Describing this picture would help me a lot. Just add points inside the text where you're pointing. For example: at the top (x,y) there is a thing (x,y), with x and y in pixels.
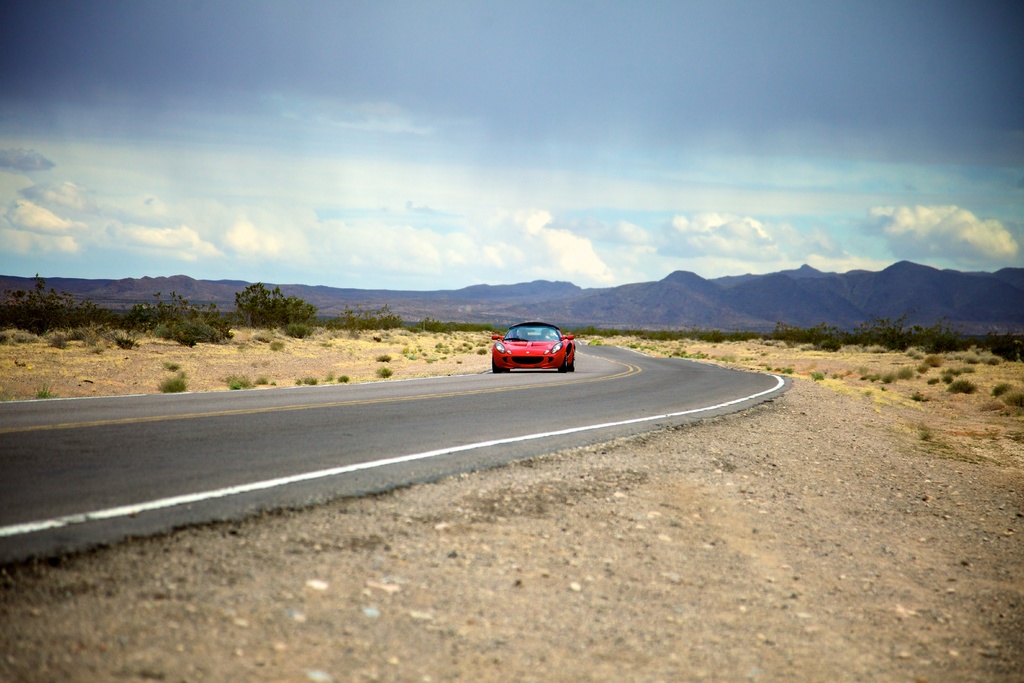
In this image we can see a car (523,352) on the road (530,414), there are few trees (249,304) on the ground (809,349) and there are mountains (544,300) and the sky (767,267) with clouds (528,231) in the background (575,238).
